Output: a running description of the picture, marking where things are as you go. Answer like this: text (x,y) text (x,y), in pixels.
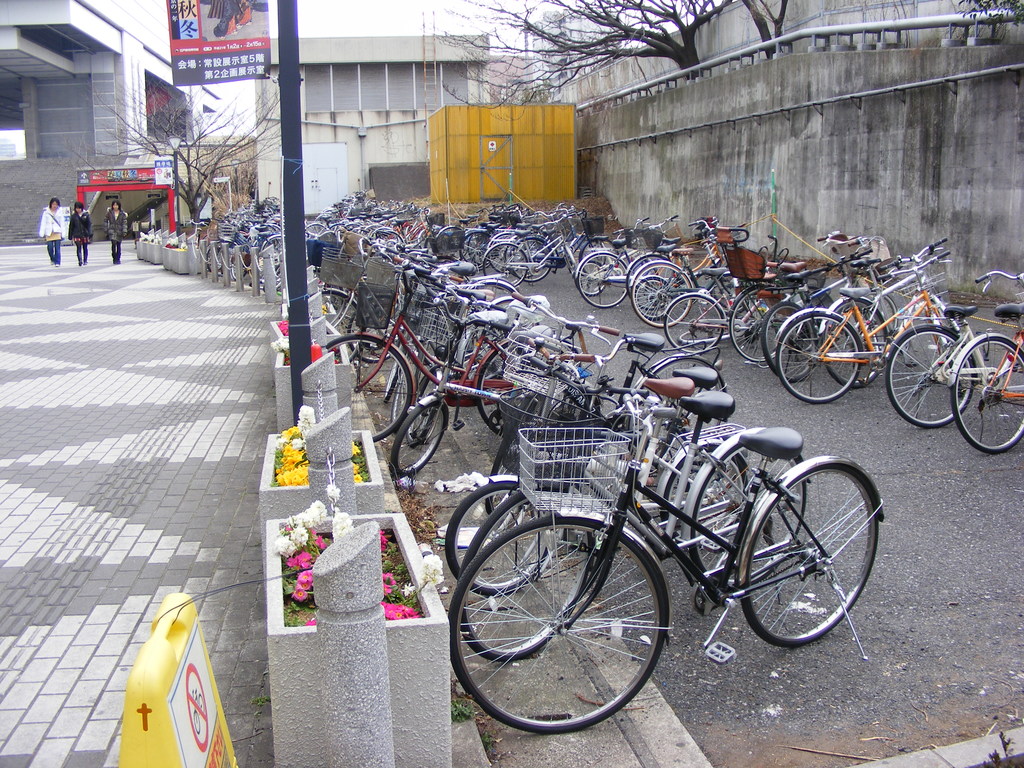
In the foreground of this image (551,485), on the right (807,328), there are bicycles (679,338) on the road (891,608). On the left (108,460), there is pavement (114,330), railing (239,288), pole (282,184), flowers (310,565), sign board (210,680) and three people (112,233) walking on the pavement (33,348). In the background (92,96), there are buildings (414,58), trees (671,8), a shelter (541,138), wall (710,113) and at the top (245,42), there is the banner (233,37).
